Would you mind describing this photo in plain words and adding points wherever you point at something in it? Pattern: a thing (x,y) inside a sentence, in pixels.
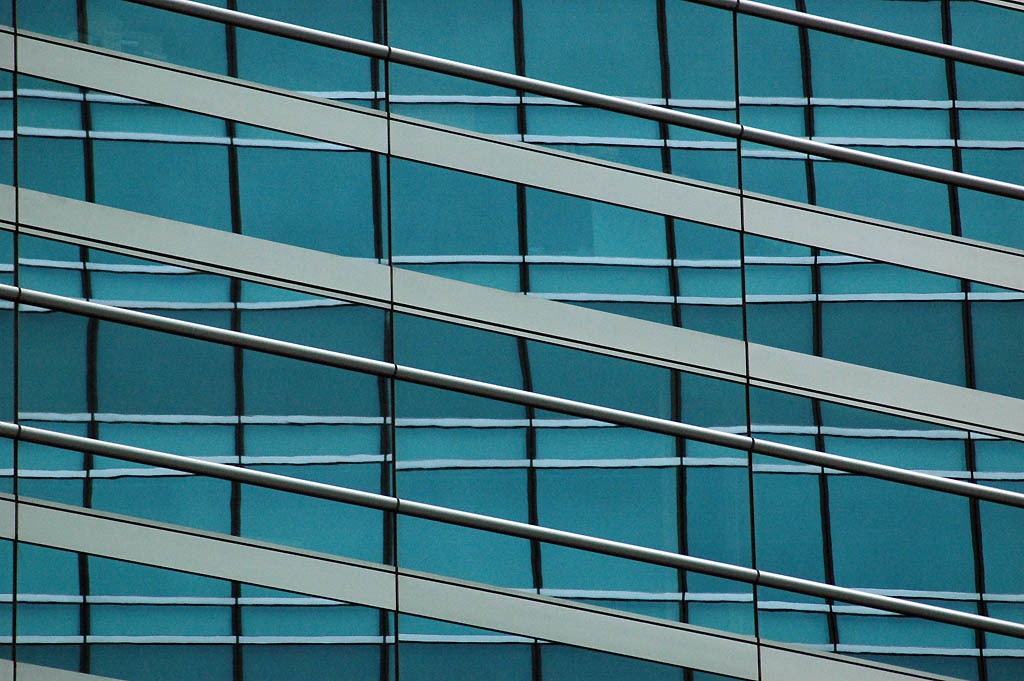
In this image I can see the building (674,177) and few glass windows (631,80).
